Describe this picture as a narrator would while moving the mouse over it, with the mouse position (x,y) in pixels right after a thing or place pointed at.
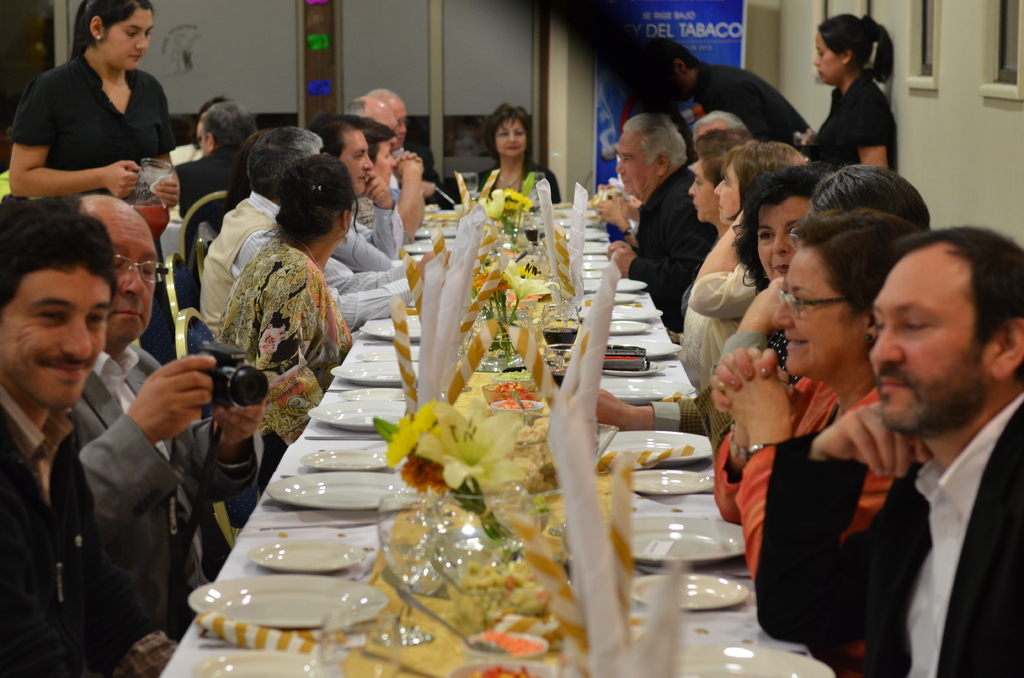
In this picture we can find a group of people (286,151) are sitting on a chairs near the table (665,377), on the table (378,435) we can find many plates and decoration flowers (499,420) and plants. In the background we can find a banner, photo frame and wall (801,88).
